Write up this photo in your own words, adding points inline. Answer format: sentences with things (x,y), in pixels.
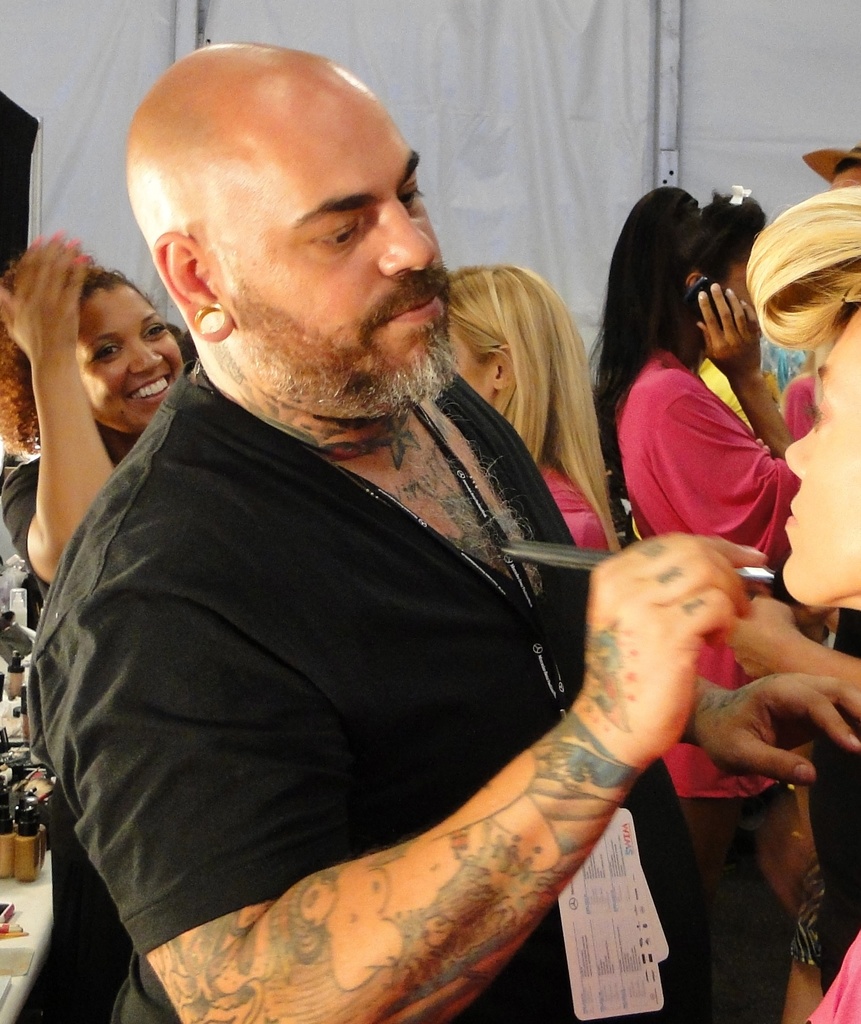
In this picture we can observe a man (258,579) wearing black color shirt (285,586) and a tag (478,568) in his neck (426,446). He is holding a makeup brush (608,568) in his hand (677,578). We can observe tattoo (311,913) on his hand (642,647). Behind him there is a woman (61,407) smiling. We can observe some women (609,357) in this picture. In the background (494,121) there is a white color curtain (544,99).
